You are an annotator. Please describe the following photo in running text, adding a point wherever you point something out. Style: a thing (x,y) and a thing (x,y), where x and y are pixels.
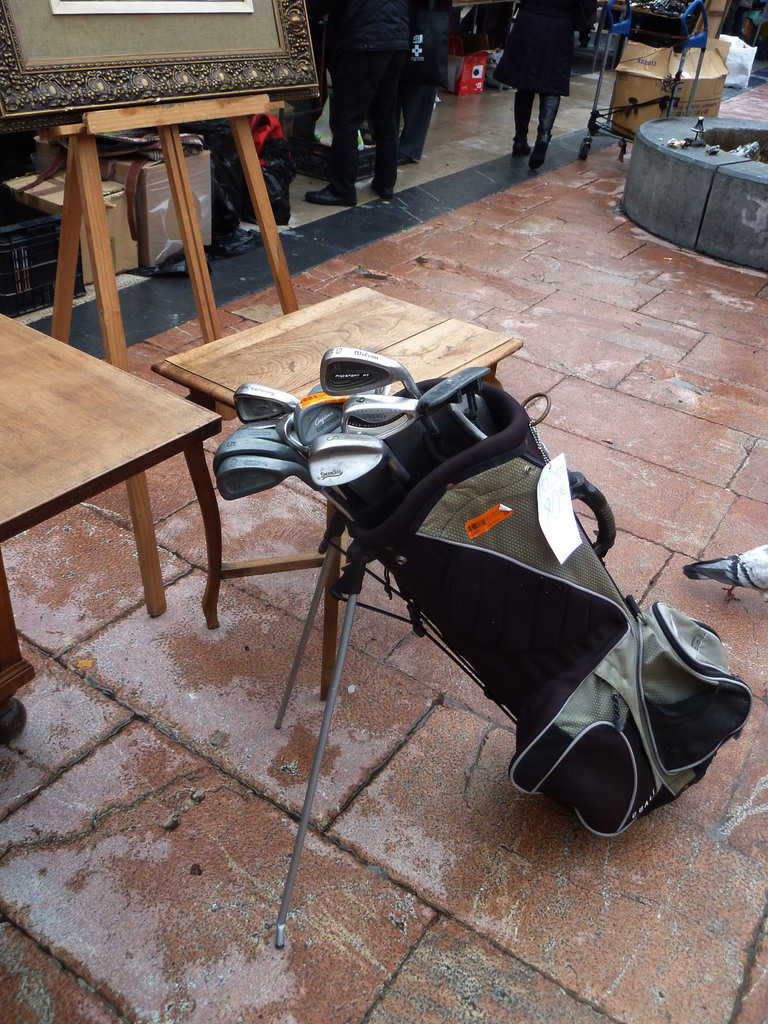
In this image i can see a bag (395,524) and few golf clubs (340,458) in a bag (513,553) at the back ground (347,325) i can see table (106,447), a board (231,86) and few persons (367,76) standing.
